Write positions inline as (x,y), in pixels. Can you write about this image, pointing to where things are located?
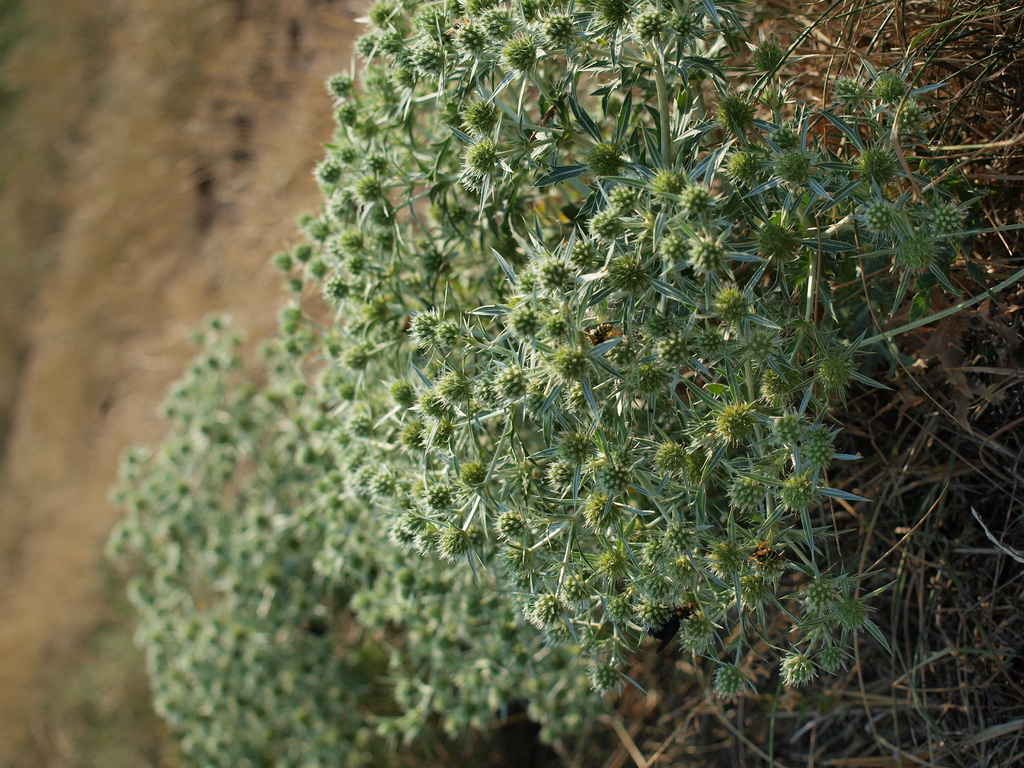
In the picture I can see plants (623,450). The background of the image (172,530) is blurred.
